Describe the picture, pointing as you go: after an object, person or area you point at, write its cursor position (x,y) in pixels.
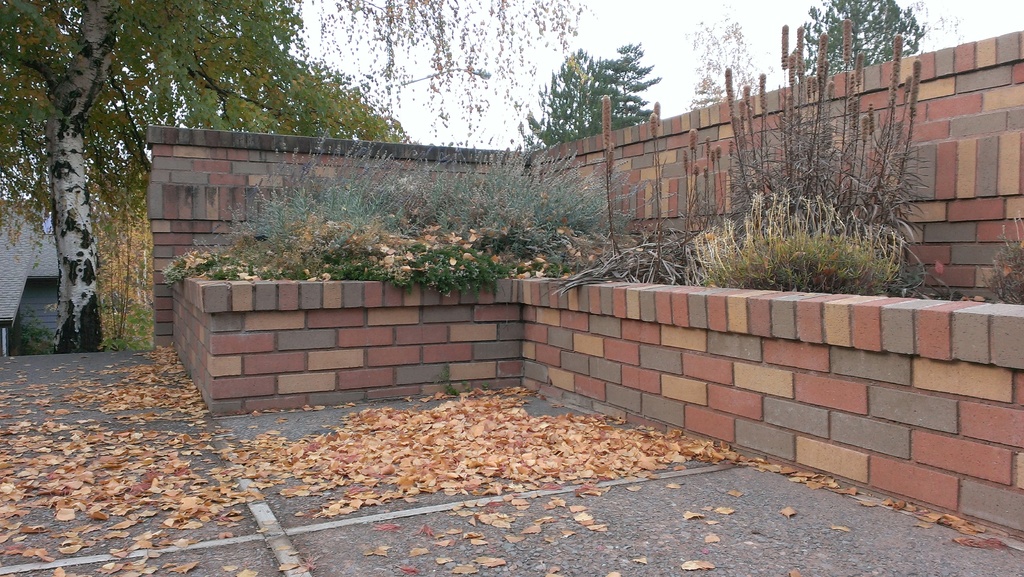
In this picture we can see leaves (455,432) at the bottom (322,447), on the right side (917,222) there is a wall (938,220), we can see some plants (708,254) here, in the background (88,93) there are some trees (102,93), we can see the sky (624,41) at the top of the picture (611,47).
